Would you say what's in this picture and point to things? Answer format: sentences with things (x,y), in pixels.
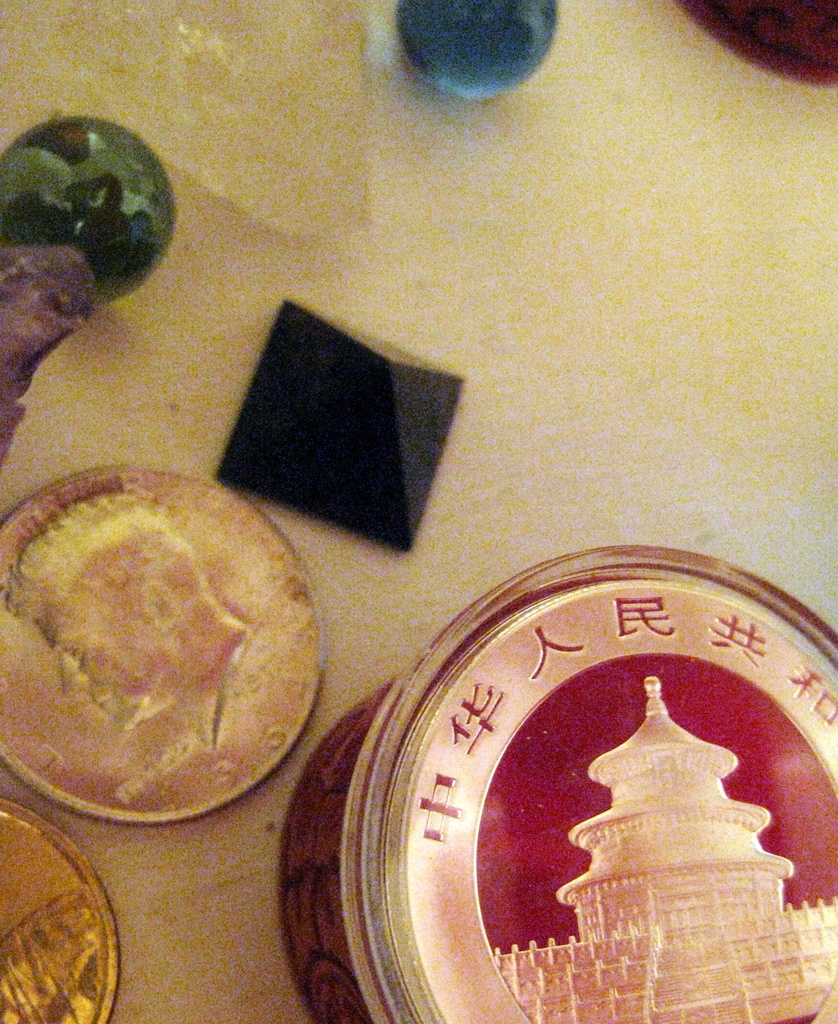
In this image, in the right corner (627,614), we can see a box (690,924). In the left corner (6,917), we can see a coin (86,992). On the left side (211,729), we can also see another coin (263,513), on the left side (82,235), we can also see a playing marble (71,228). In the middle of the image (394,406), we can see a black color stone (370,354). In the background (392,556), we can see a marble (411,7) and yellow color.
